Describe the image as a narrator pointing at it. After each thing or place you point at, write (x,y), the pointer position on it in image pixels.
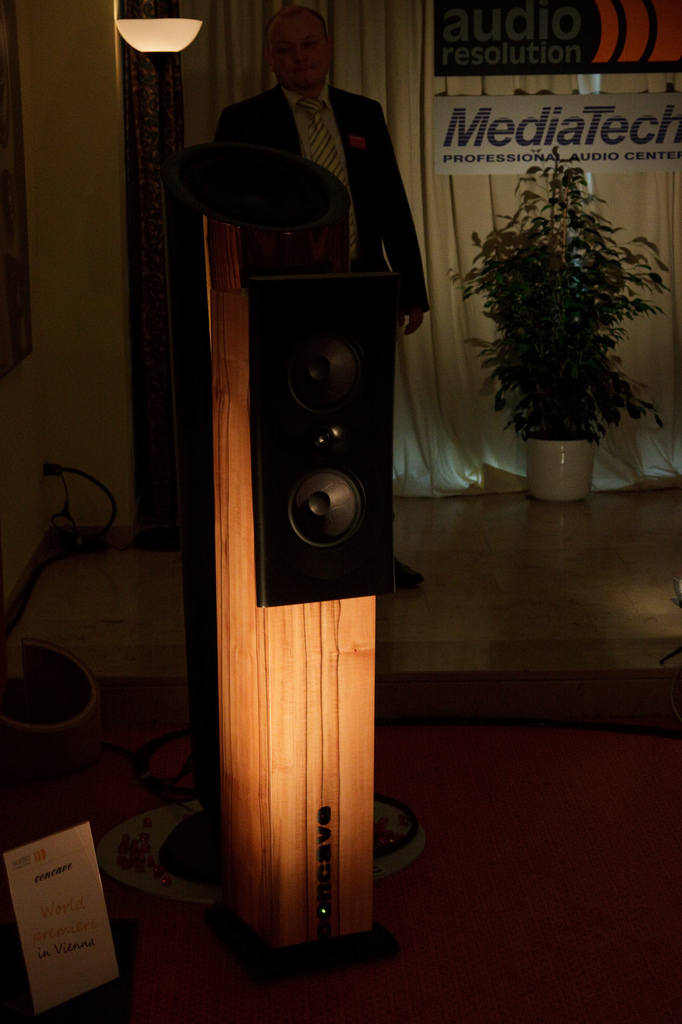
Here we can see a speaker (283,843), cables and a small board (93,896) on the floor (65,780). In the background (511,77) a man (342,105) is standing on the stage (474,548) and we can also see houseplant (552,419) in a pot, curtain (199,4), hoardings (537,41), lights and a frame (8,197) on the wall (24,98).
